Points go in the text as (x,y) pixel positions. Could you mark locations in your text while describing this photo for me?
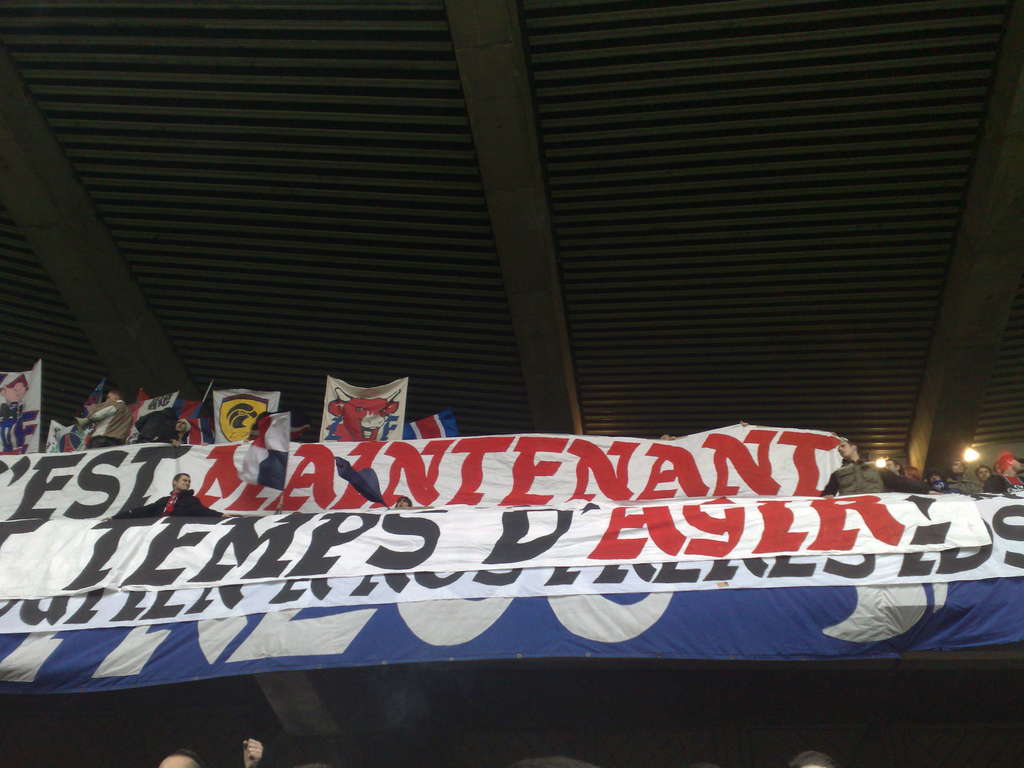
In this image there are banners (225,464), people (876,467), flags (262,460) and a shed (919,454). Something is written on the banners (401,452).
